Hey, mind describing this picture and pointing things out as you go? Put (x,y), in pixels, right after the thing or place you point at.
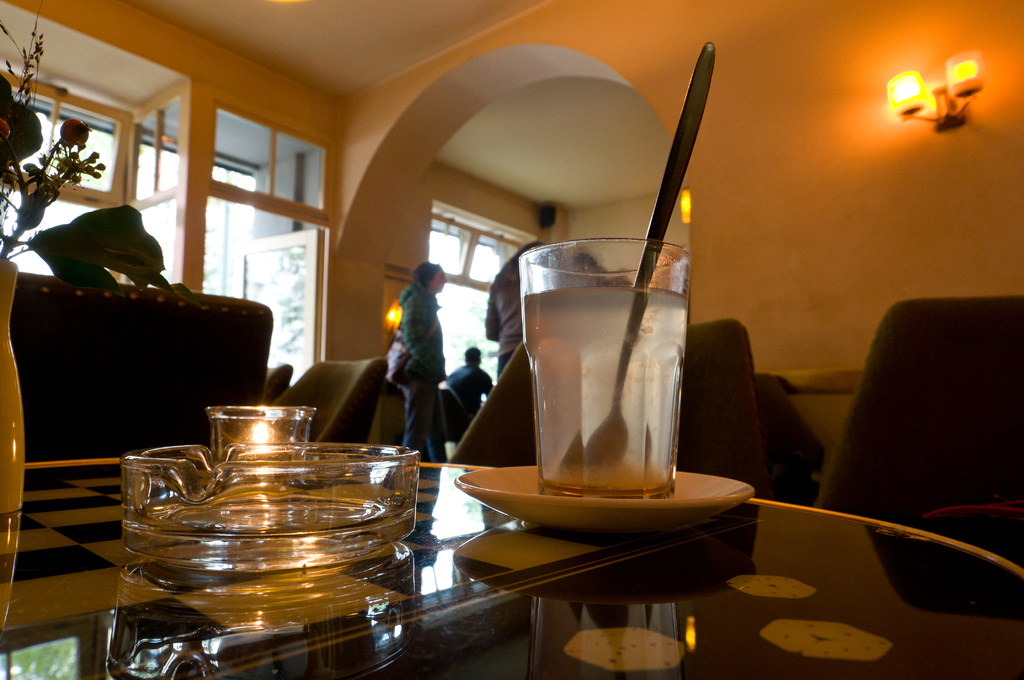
There is a saucer (564,507), glass (591,420), inside the glass (622,265) spoon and water (590,363), tray (337,502), vase (15,393) with flowers (60,150) are kept on a table (544,604). There are chairs (727,349) in this room (400,381). In the background (441,328) there are person's (414,328), wall (872,239), on the wall (856,245) there is a light (924,97), windows (240,150), door (267,282) is in the background (448,257).
